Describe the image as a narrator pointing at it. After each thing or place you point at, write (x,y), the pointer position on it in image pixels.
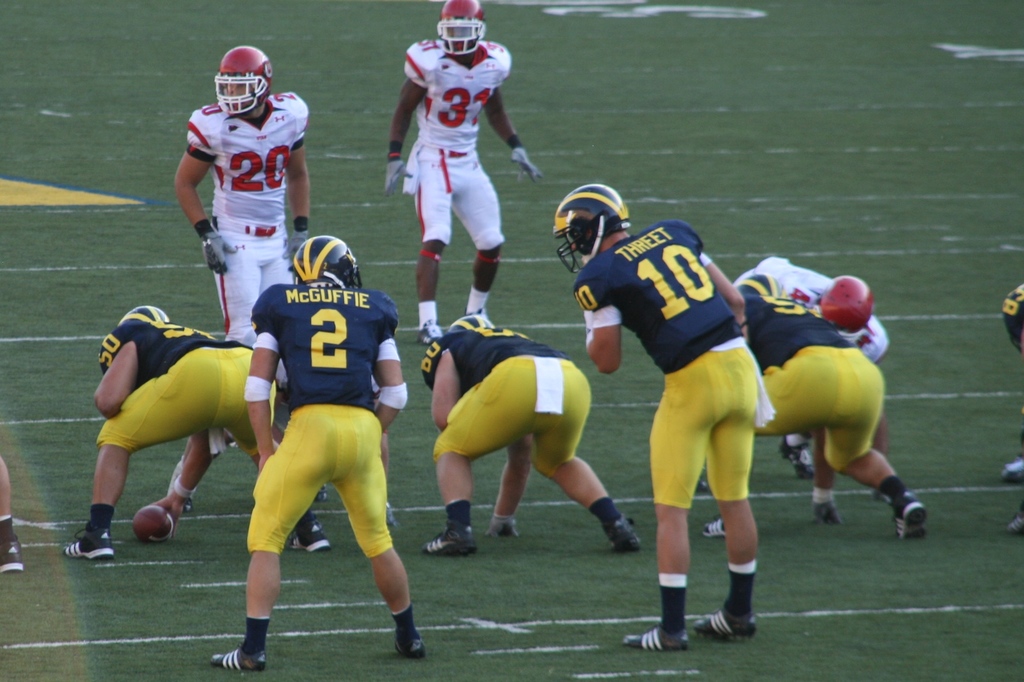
In the image few people (498,78) are standing and watching and playing rugby ball (139,515). Behind them there is grass (196,55).
